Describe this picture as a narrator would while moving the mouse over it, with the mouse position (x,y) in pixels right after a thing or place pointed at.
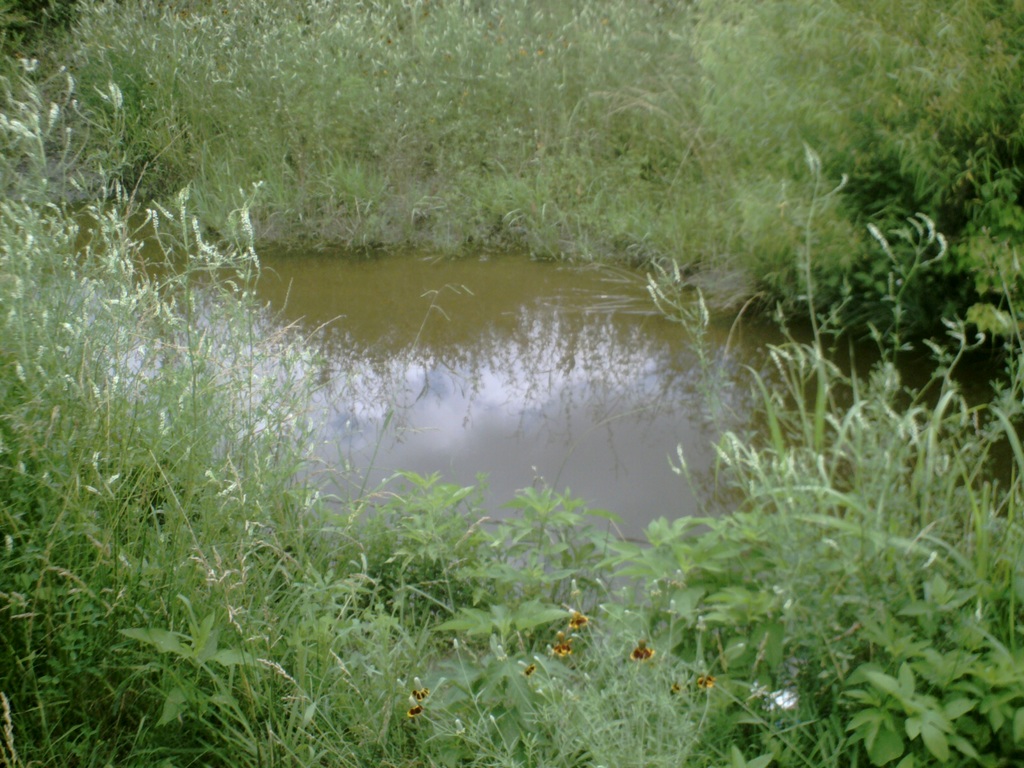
In the center of the image (517,459) there is a pond (562,451). At the bottom (400,539) there is grass (305,632) and we can see plants (975,612).
